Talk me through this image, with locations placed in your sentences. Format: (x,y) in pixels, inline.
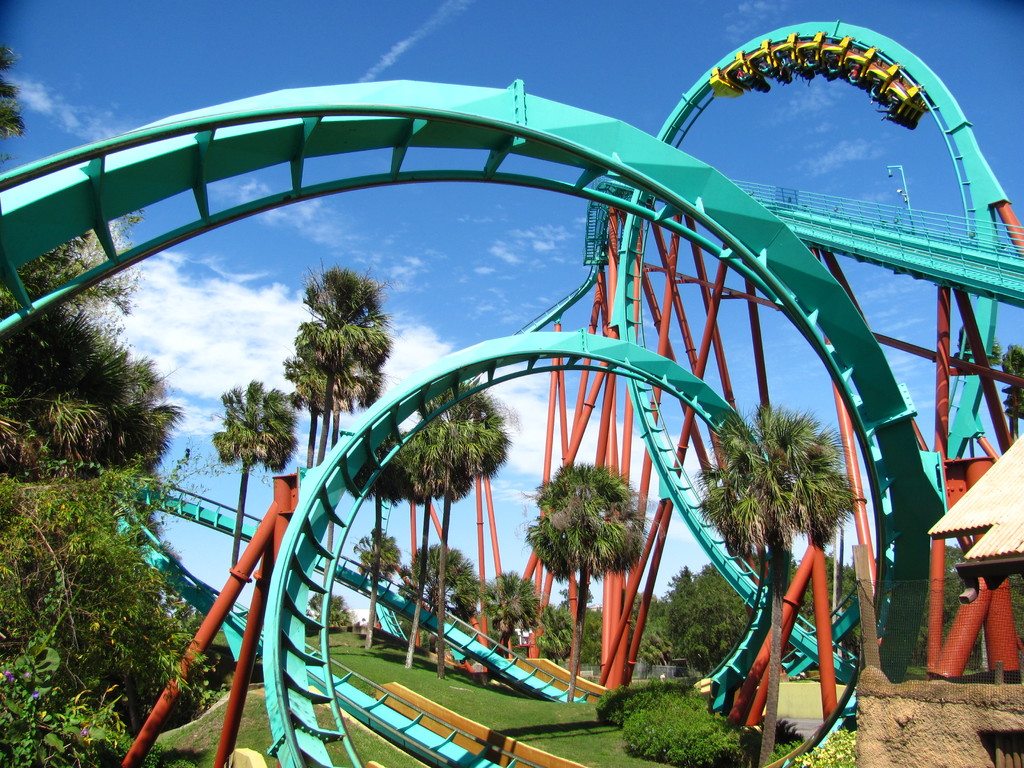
In this image in front (410,734) there is a roller coaster (895,575). At the bottom (448,698) there is grass (458,708) on the surface (541,731). On the backside (297,406) there are trees (711,473). In the background (186,69) there is sky (209,56).
